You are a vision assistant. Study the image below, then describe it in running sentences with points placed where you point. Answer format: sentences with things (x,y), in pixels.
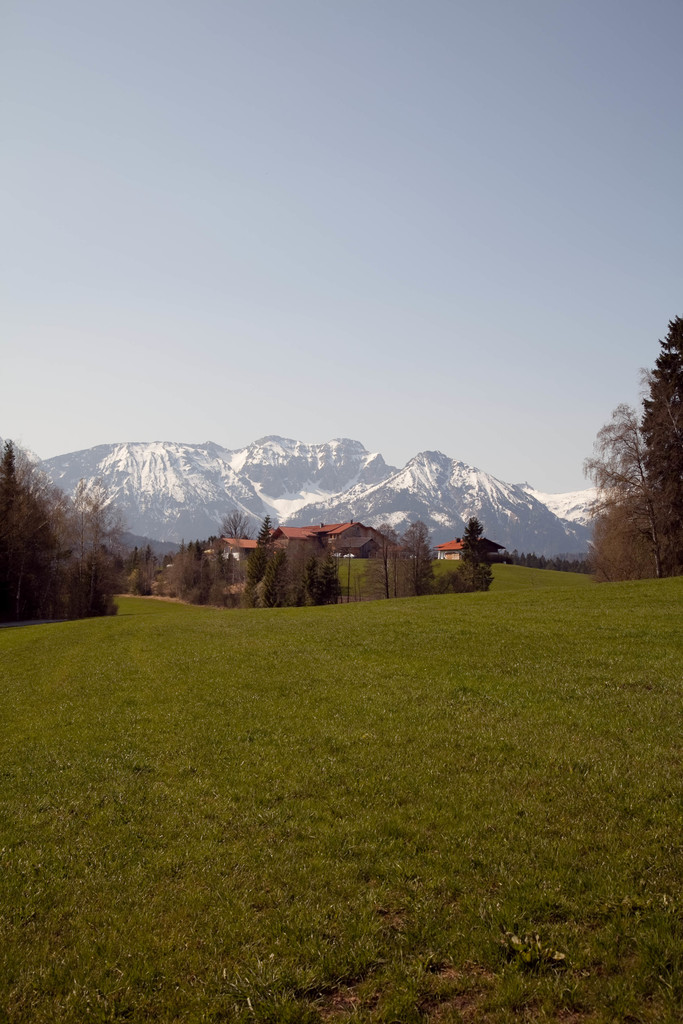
This is an outside view. At the bottom of the image (268,891) I can see the grass (458,818). In the background (302,530) there are some houses (229,548), trees (44,549) and also I can see the mountains (250,467). On the top of the image (318,198) I can see the sky (409,185).
